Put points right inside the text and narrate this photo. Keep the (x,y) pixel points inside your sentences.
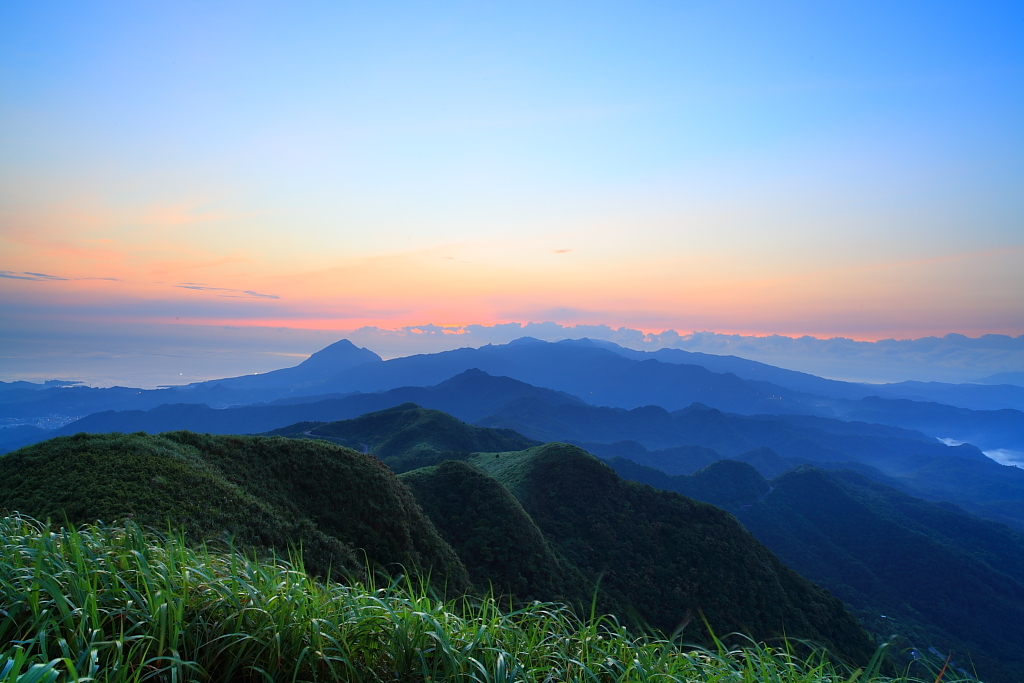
This image consists of mountains (538,481). There is grass (407,596) at the bottom (380,635). There is sky (584,168) at the top (373,125).
